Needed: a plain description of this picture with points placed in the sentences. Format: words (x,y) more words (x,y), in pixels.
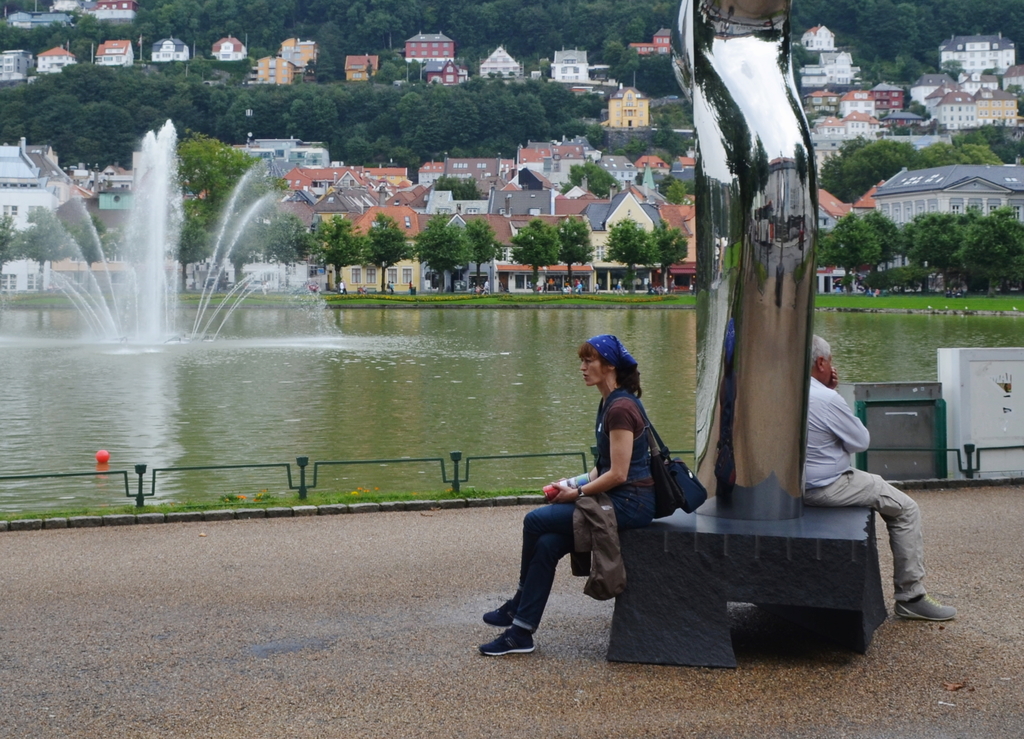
In this image we can see two people (810,428) sitting and there is a sculpture (708,504). We can see a fountain (137,322) and there is a water (378,367). In the background (420,15) there are trees (571,239) and sheds (415,57).
